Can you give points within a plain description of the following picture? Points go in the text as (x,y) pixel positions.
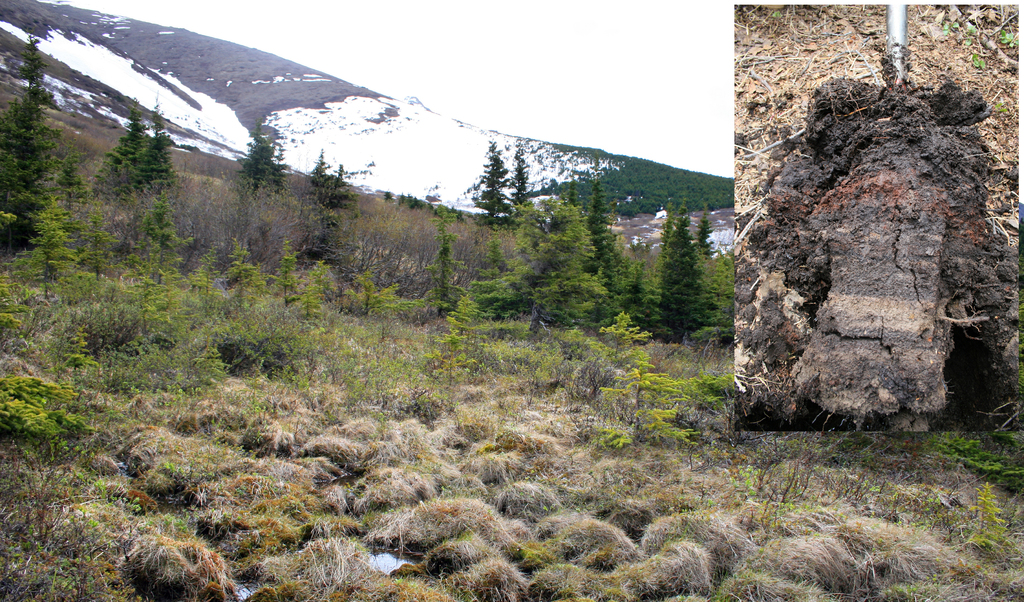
This looks like a collage picture. This is the dried grass (378,491). These are the trees (515,310) and plants (490,283). I think this is a snowy mountain (139,84). This looks like a mud (934,247).
